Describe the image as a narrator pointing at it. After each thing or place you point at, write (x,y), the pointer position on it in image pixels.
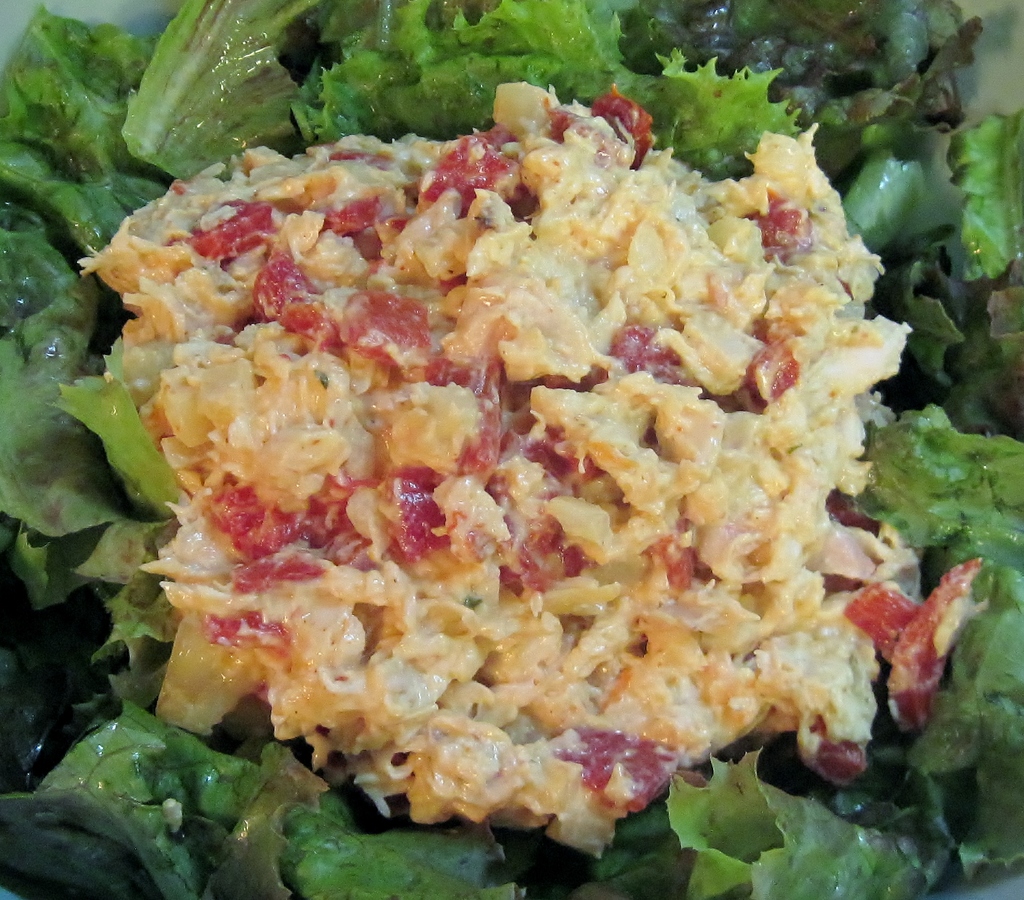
In this image in the middle (431,540) it's look like food (845,429), and surround with some green leaves (595,65).
